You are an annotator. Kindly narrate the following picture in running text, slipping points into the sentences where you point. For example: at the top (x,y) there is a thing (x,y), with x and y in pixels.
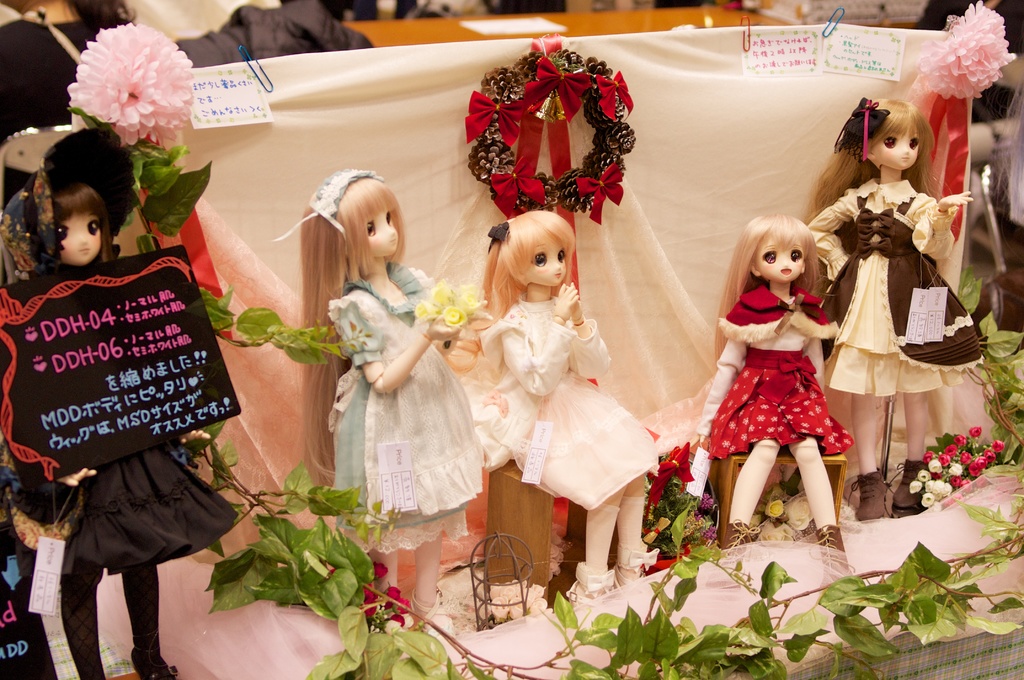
In this picture I can see dolls (389,237), board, papers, paper clips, flowers (965,40), plants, cloth (672,42), wreath (567,74) and some other objects (669,22).
